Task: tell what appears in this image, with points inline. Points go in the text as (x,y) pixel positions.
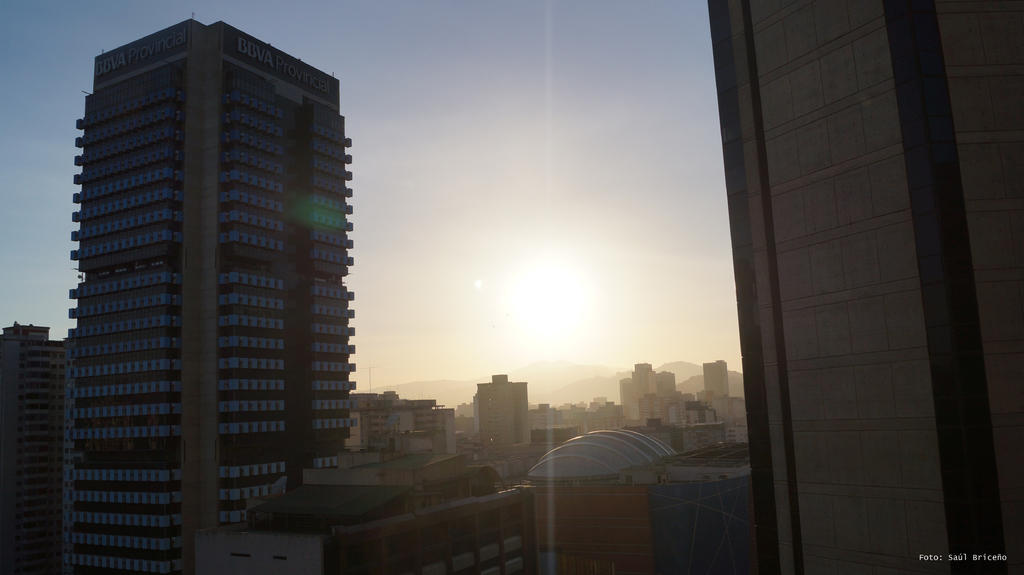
In this image I can see many buildings (365,460). In the background (389,136) I can see the mountains (545,390), sun (566,319) and the sky (333,39).
